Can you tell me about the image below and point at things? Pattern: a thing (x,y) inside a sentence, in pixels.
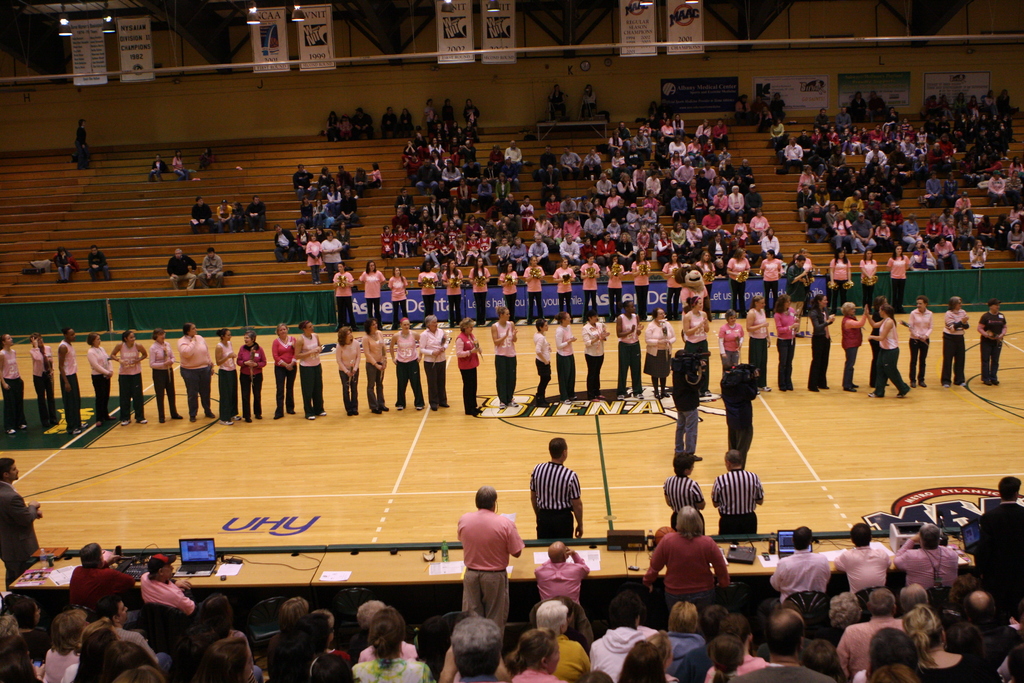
In this picture I can see few people (635,338) are standing and few (70,596) are sitting and I can see couple of laptops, papers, bottles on the tables (459,558) and I can see couple of men (689,403) holding cameras (751,373) in their hands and I can see banners (307,56) with some text (452,59) and few lights (113,31) on the ceiling (617,21) and I can see an advertisement board (577,304) with some text (430,304).
